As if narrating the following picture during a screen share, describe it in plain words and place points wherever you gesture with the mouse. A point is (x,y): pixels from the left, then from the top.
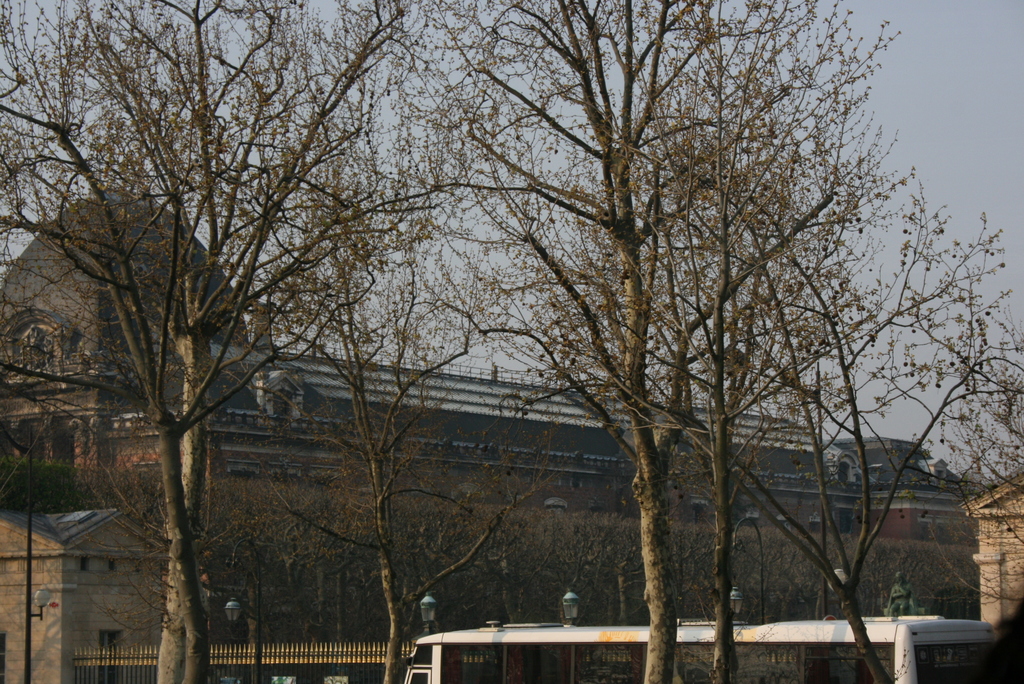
In this image we can see trees (177,637), gate (284,649), lights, bus (990,638), building (451,492) and sky (909,144).
